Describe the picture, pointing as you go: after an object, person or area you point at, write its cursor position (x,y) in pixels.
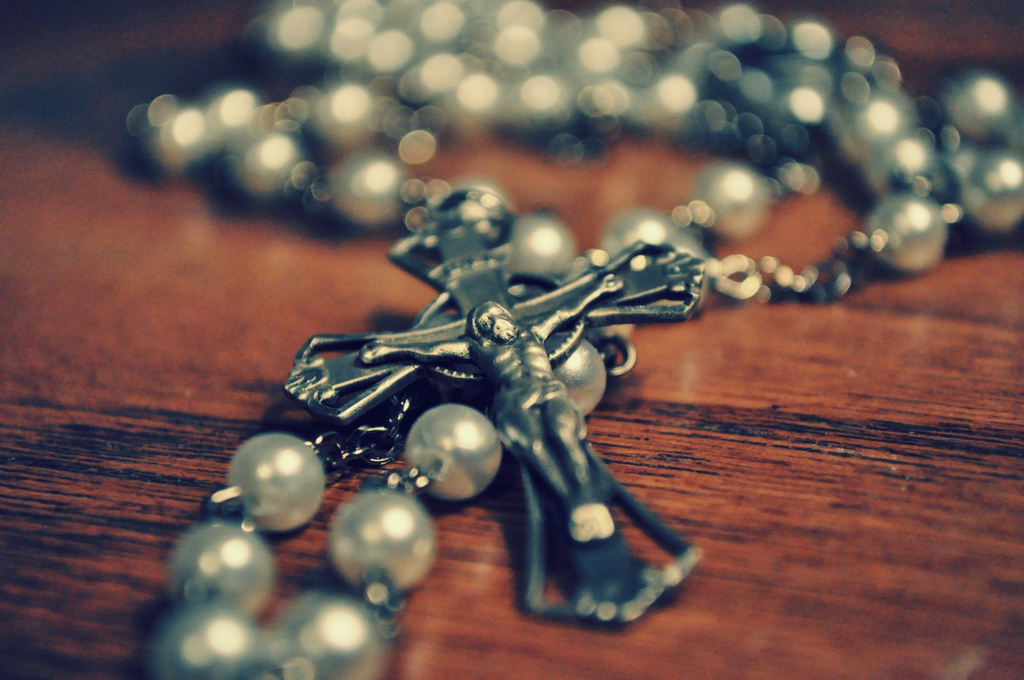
In this image, we can see Jesus cross rosary bead necklace (513,301) on the wooden surface (77,483).
